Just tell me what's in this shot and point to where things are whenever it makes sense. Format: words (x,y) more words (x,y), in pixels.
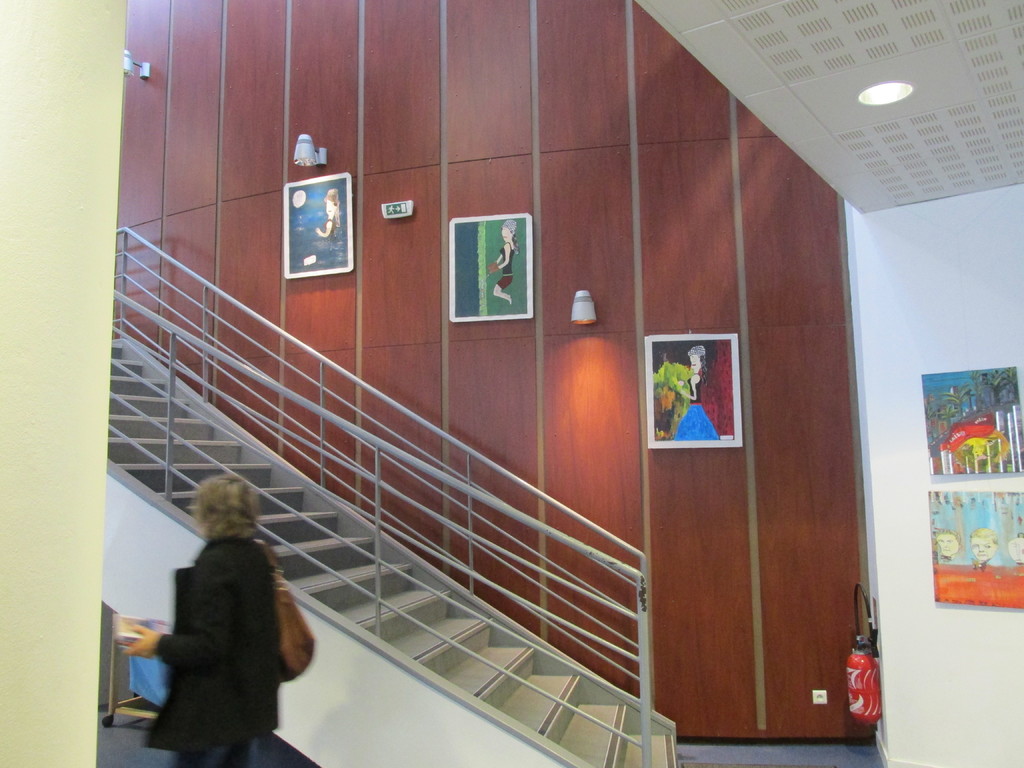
In this image I can see a person (230,626) wearing black colored dress (209,657) and brown color bag (285,616) is standing and holding an object (140,626) in her hand (144,650). I can see few stairs (305,562), the railing (341,438), the white and brown colored walls (695,250), few frames (936,412), few lights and a fire extinguisher (867,626).
